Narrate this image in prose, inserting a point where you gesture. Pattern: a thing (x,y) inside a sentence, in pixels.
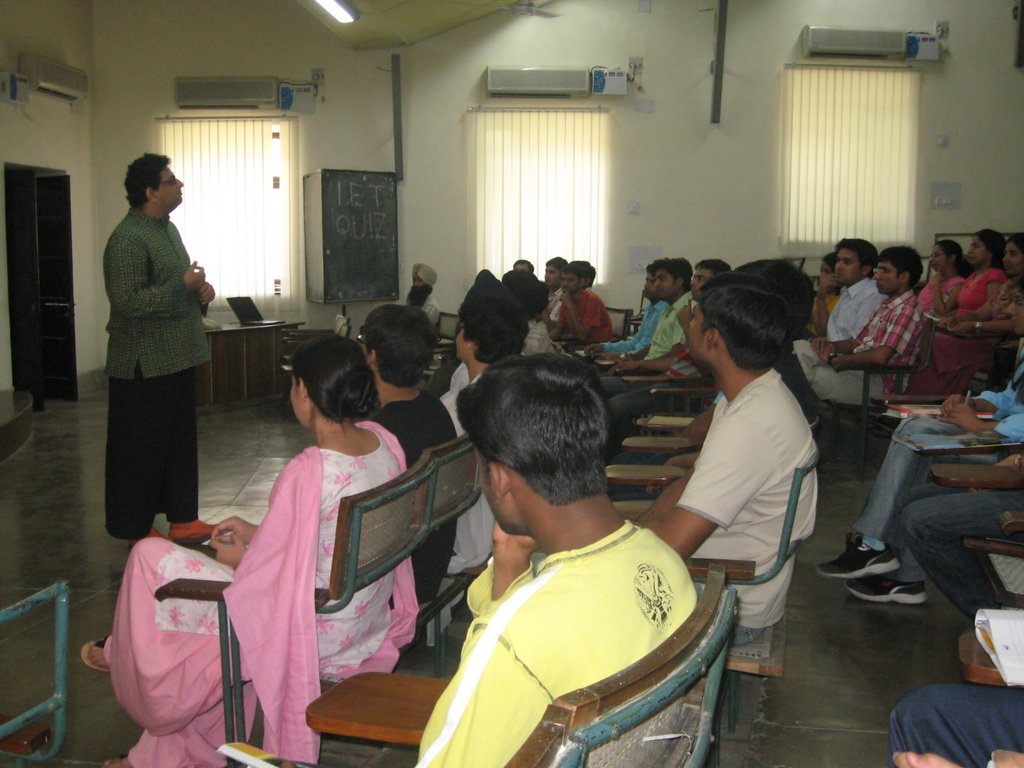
In this image there are people (515,499) sitting on the chairs (992,577). In front of them there is a person (179,376) standing on the floor (235,472). On the backside of the image (678,212) there is a wall (628,29) with the windows (234,289). We can see there are curtains (839,146) and AC's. In front of the wall (406,209) there is a table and on top of it there is a laptop (249,319). On the left side of the image (58,346) there is a wooden door (64,365). On top of the roof (386,34) there is a light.
